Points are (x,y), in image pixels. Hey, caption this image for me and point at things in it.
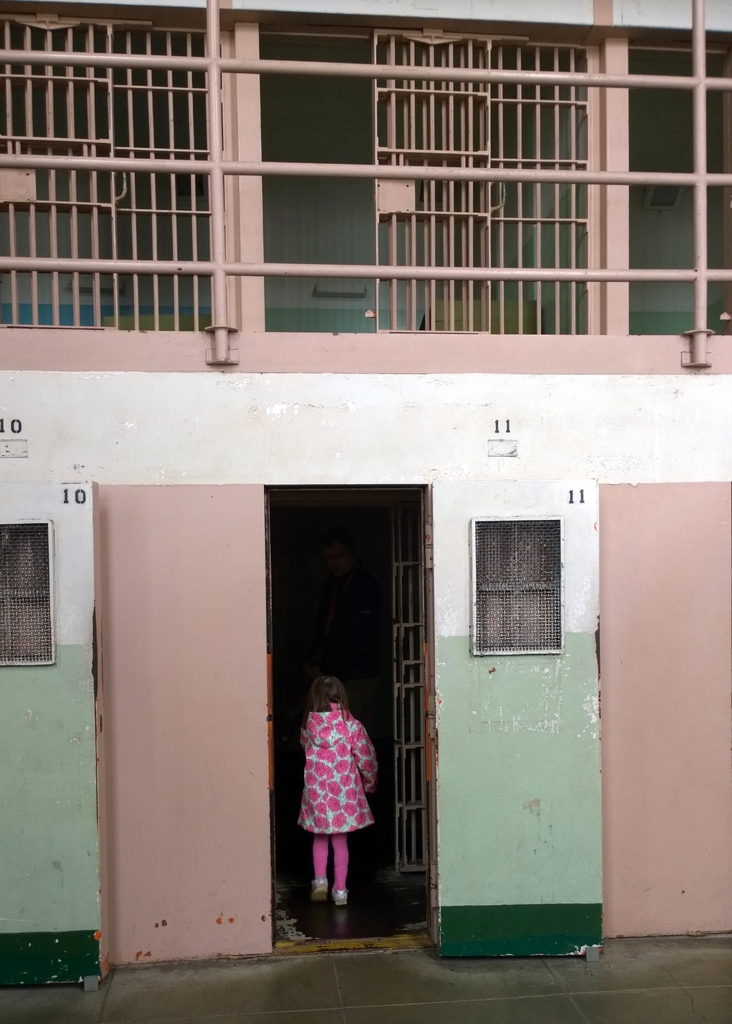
In this image I can see a person (317,700), a door (448,774), windows (527,584) and fence (530,317). I can also see some numbers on the wall (457,462).
